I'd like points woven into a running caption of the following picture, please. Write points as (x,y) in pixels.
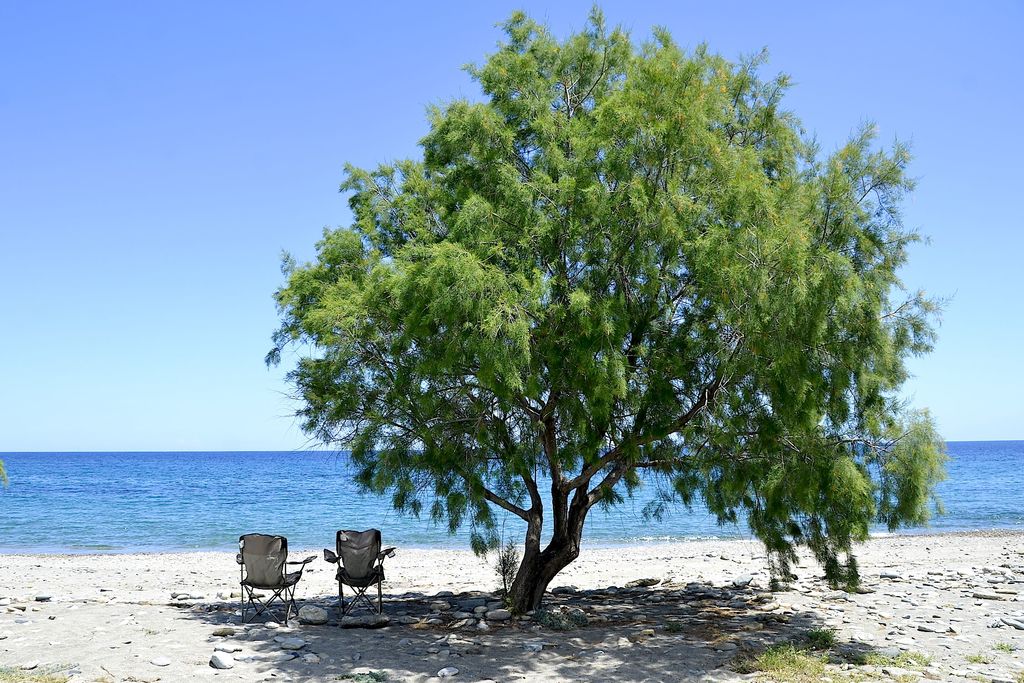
To the bottom of the image (489,637) there is sand (495,648) on the ground (495,648). And also there are few stones (463,614) and grass (784,661) on the ground (463,608). In the middle of the sand (536,639) there is a tree (746,185). Under the tree (475,502) there are two chairs (349,552). Behind the tree (823,444) there is water (206,463). And to the top of the image (177,157) there is a sky (1012,158).
